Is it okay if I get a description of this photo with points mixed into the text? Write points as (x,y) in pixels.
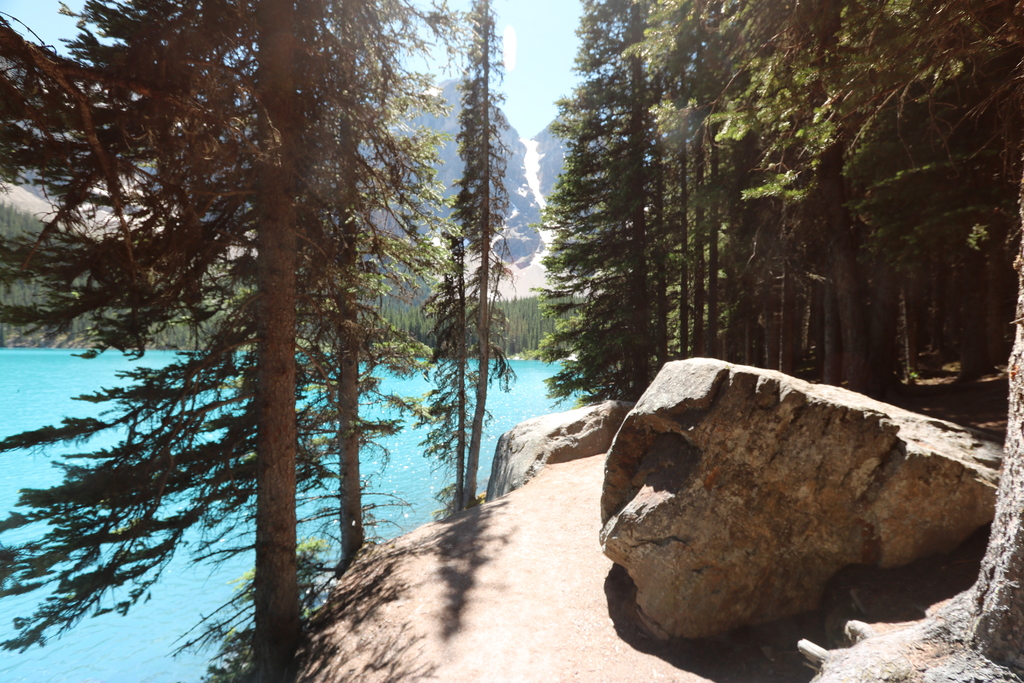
In the center of the image (387,338) there are trees (597,160). At the bottom (840,530) there is a rock (836,500). On the left (164,625) we can see water (176,619). In the background (16,196) there are hills (8,214) and sky (513,72).
